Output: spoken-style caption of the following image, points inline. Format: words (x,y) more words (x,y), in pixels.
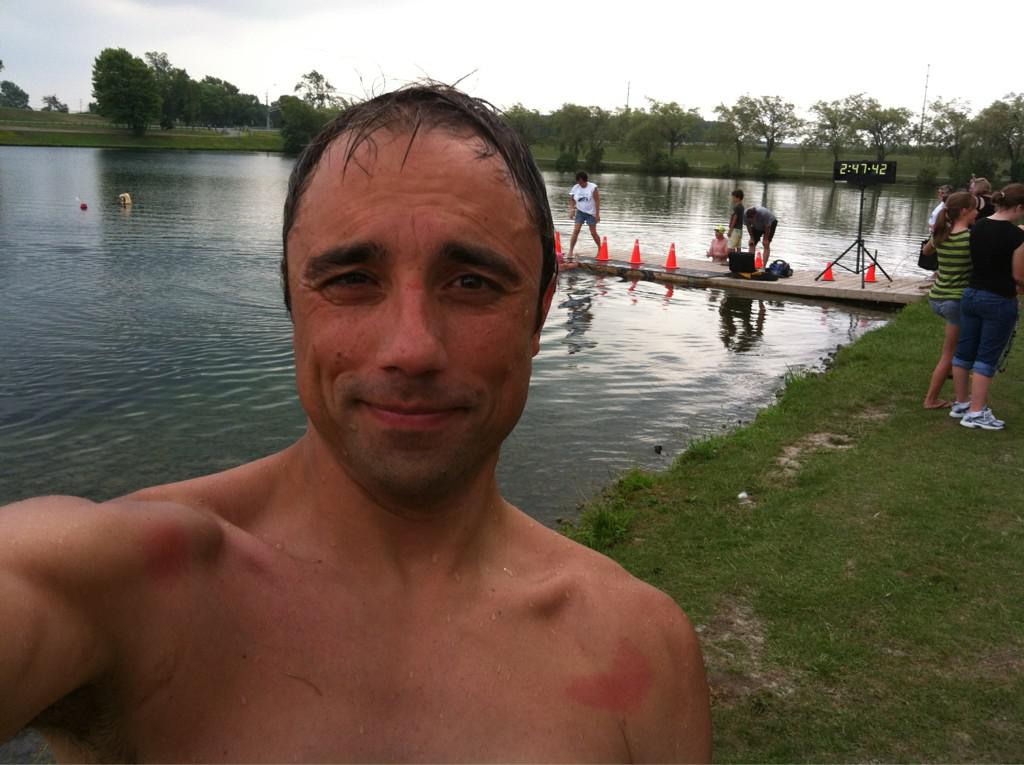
In this picture we can see a man (368,107) smiling. At the back of him we can see some people (955,347) standing on the grass (925,381), some people (772,218) on the platform (916,291), traffic cones (636,265), stand (864,254), water (880,259) and some objects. In the background (196,95) we can see trees (226,108) and the sky (669,32).
